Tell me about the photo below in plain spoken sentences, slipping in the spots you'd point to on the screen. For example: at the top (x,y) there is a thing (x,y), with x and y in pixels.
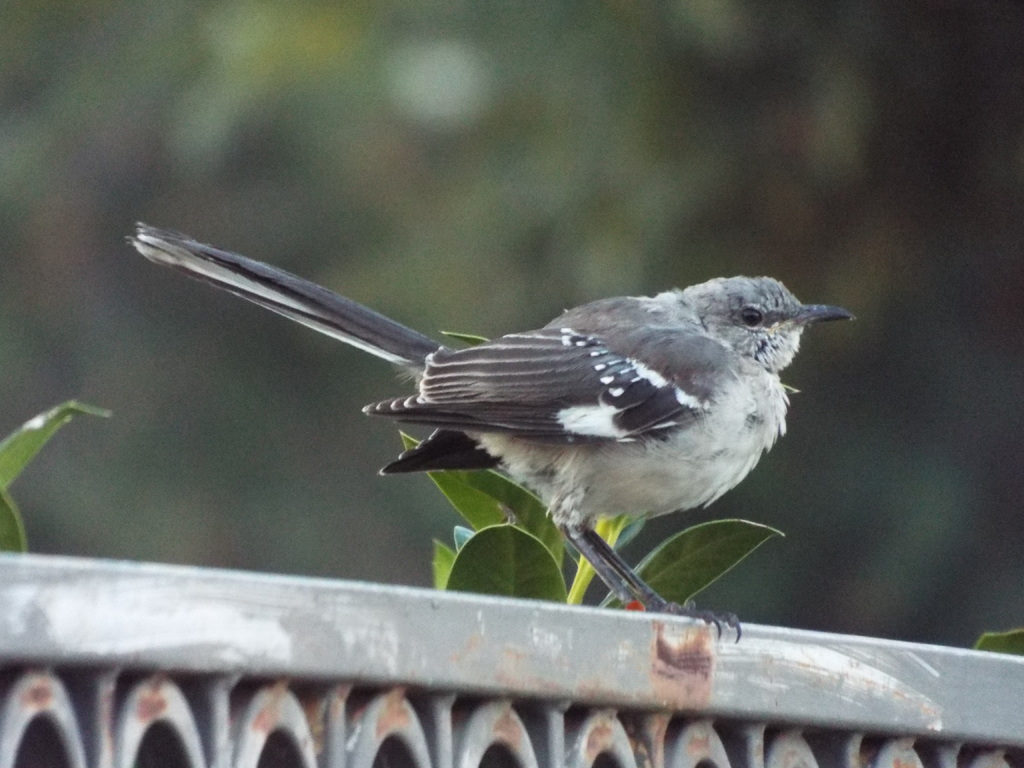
This image consists of a mockingbird (607,575) along with leaves (611,541). The background (737,591) is blurred. At the bottom (305,595), it looks like a railing (45,620).
